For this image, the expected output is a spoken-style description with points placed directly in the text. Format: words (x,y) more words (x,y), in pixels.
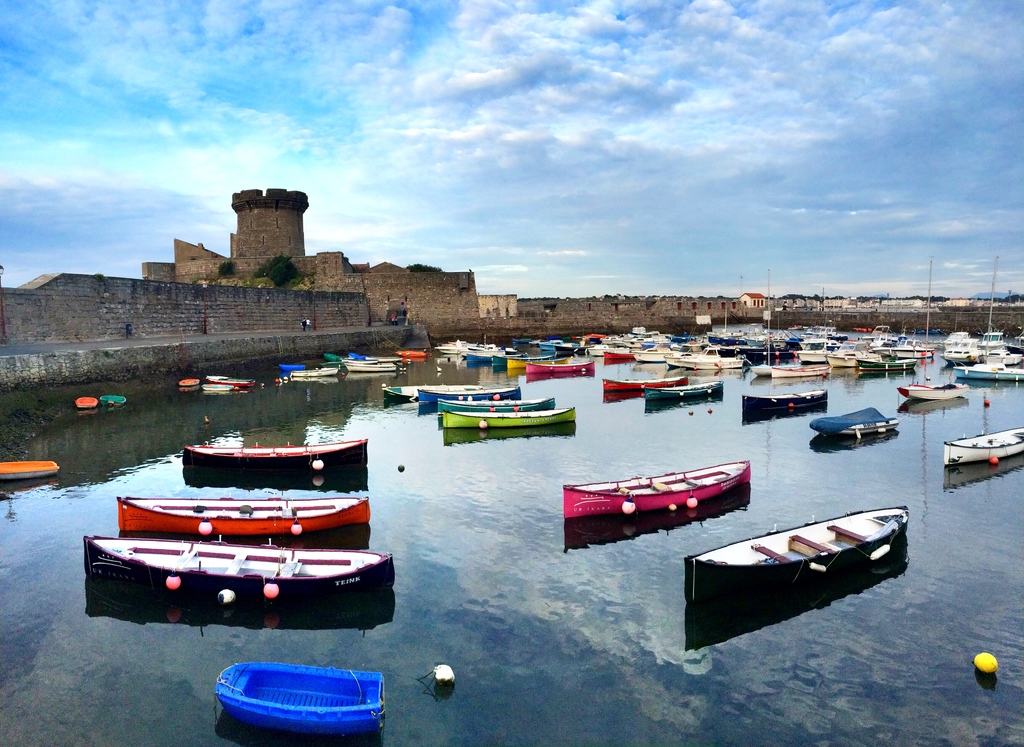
In this image, we can see few boats (94,536) are above the water (669,594). Background (517,309) we can see houses (749,305), trees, walls (448,306) and fort (252,256). Here we can see the cloudy sky (647,185). On the left side of the image (310,331), it looks like a person (306,329) is standing on the walkway (327,329).
